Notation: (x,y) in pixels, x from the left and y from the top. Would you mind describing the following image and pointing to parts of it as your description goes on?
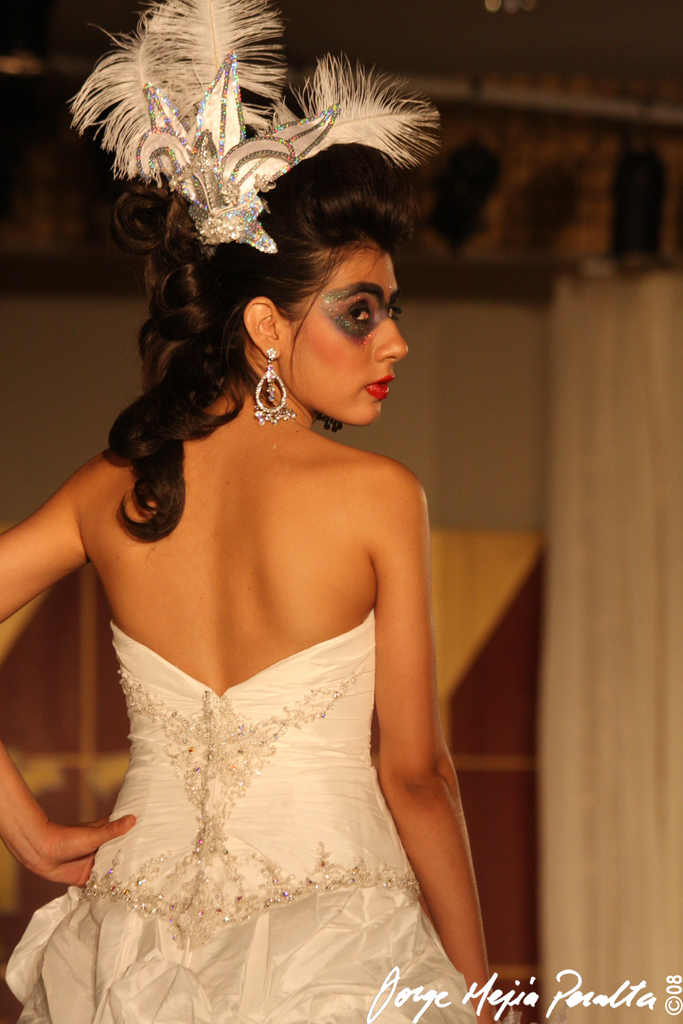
In this image I can see a woman (333,718), she is wearing the white color dress (275,826). There are white color feathers (261,128) on her head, in the right hand side (507,997) bottom there is the text (549,1010).
